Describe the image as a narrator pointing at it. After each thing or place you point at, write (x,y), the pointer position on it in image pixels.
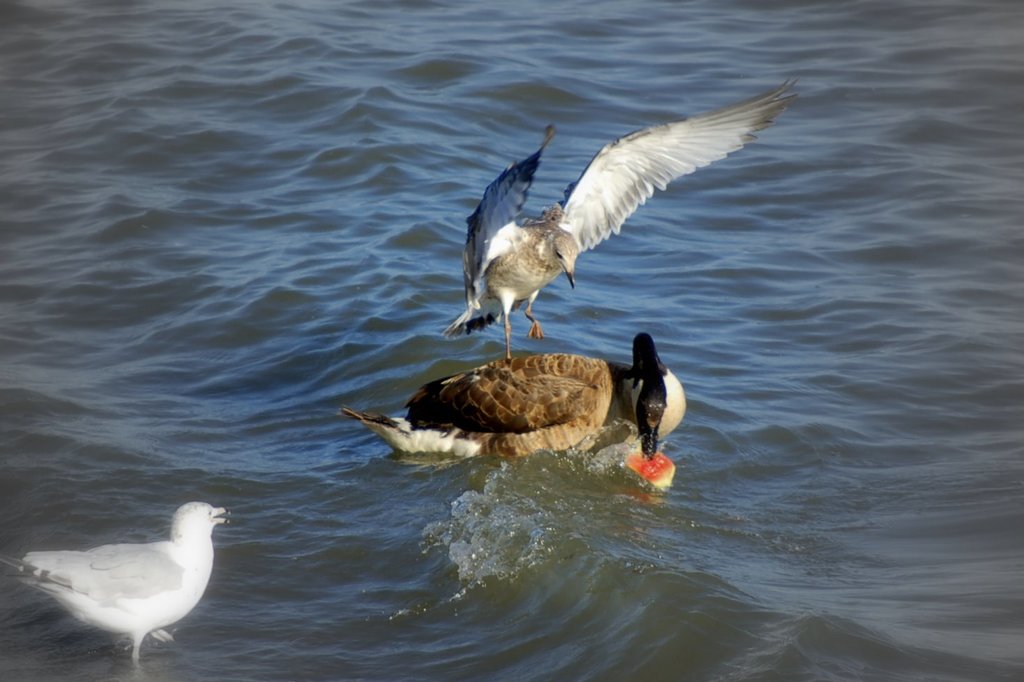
In this picture we can see birds (678,384), water (680,607) and an object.
